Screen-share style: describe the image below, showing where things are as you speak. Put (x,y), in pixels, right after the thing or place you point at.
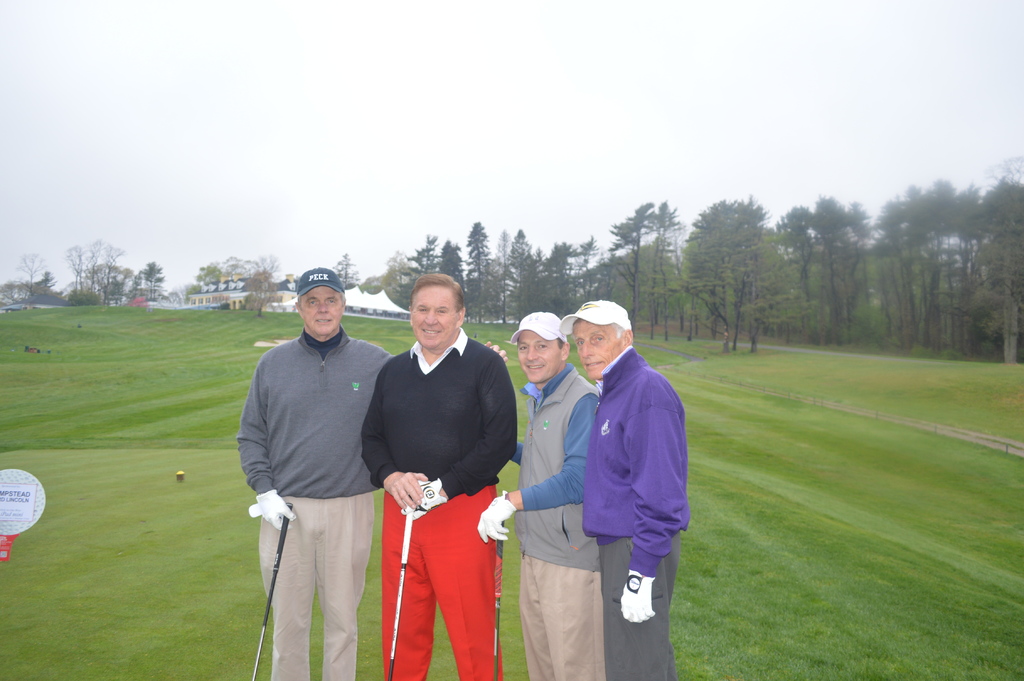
In this image I can see there are four men (455,528) standing on the golf ground (242,399), in the background (213,293) there are few buildings (292,295), trees (142,302) and the sky (452,114) is overcast.
